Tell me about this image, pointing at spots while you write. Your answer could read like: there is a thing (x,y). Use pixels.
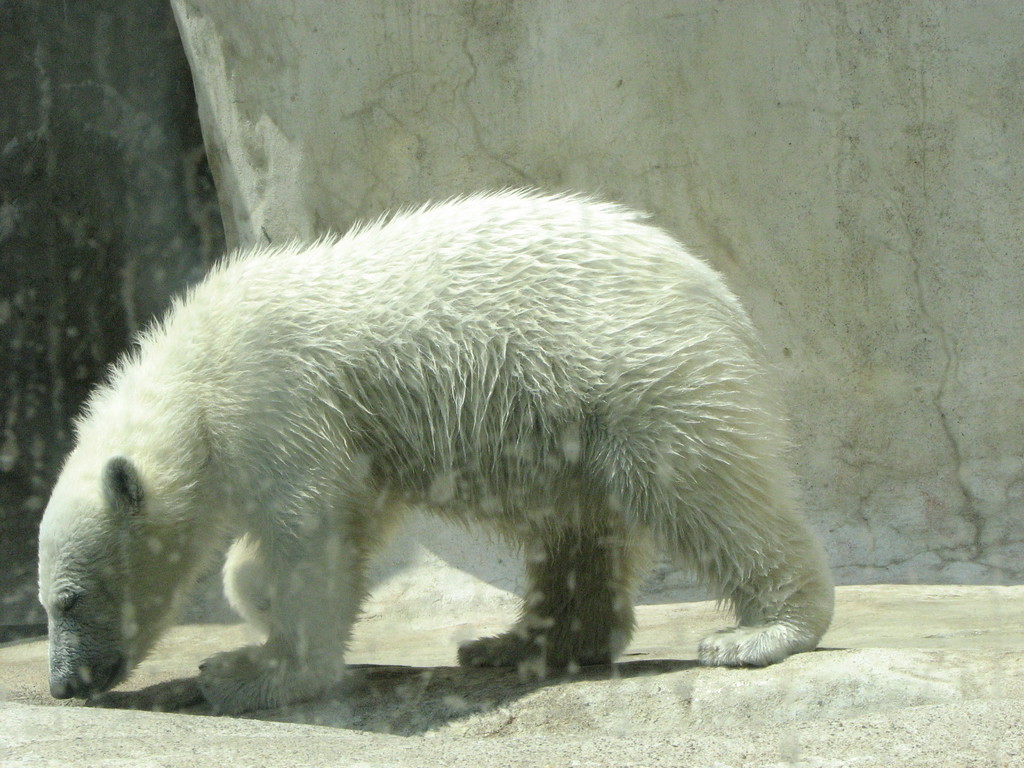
In this image I can see a white colour polar bear (352,618) in the front (787,576) and in the background (426,163) I can see the wall (700,155).
